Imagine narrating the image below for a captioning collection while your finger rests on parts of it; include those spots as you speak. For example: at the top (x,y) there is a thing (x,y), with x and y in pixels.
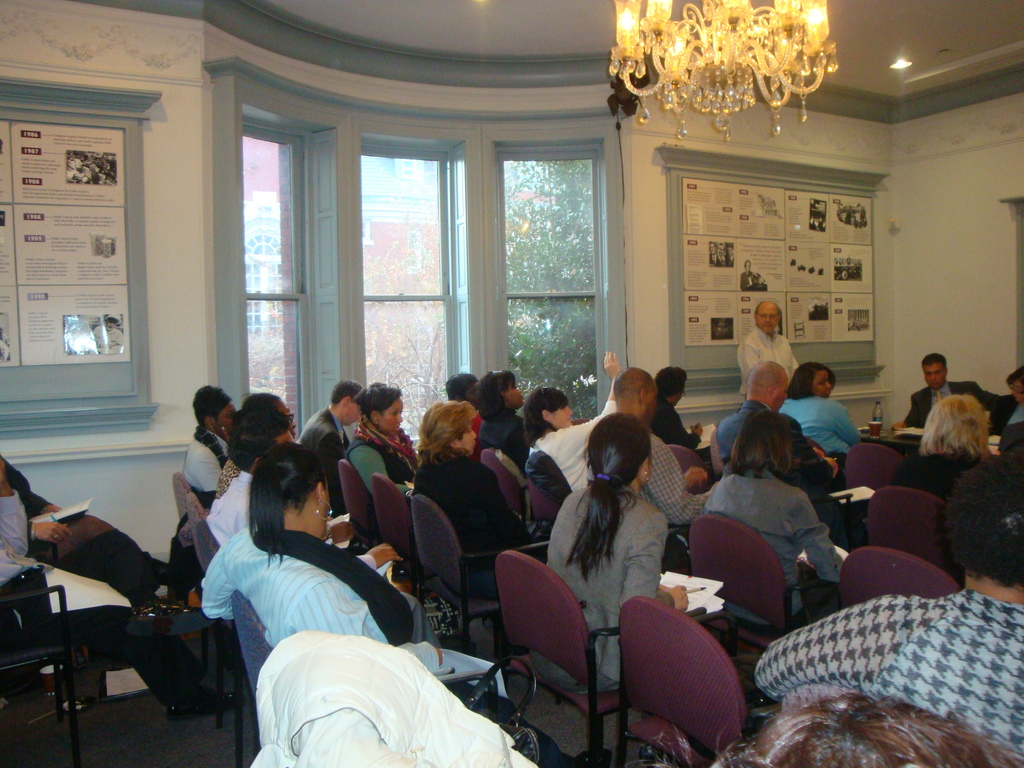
In this image we can see many people (998,616) sitting on the chairs (654,715). This is the glass window (510,339), board (821,242) and chandelier (753,41) fixed to the ceiling (679,2).
